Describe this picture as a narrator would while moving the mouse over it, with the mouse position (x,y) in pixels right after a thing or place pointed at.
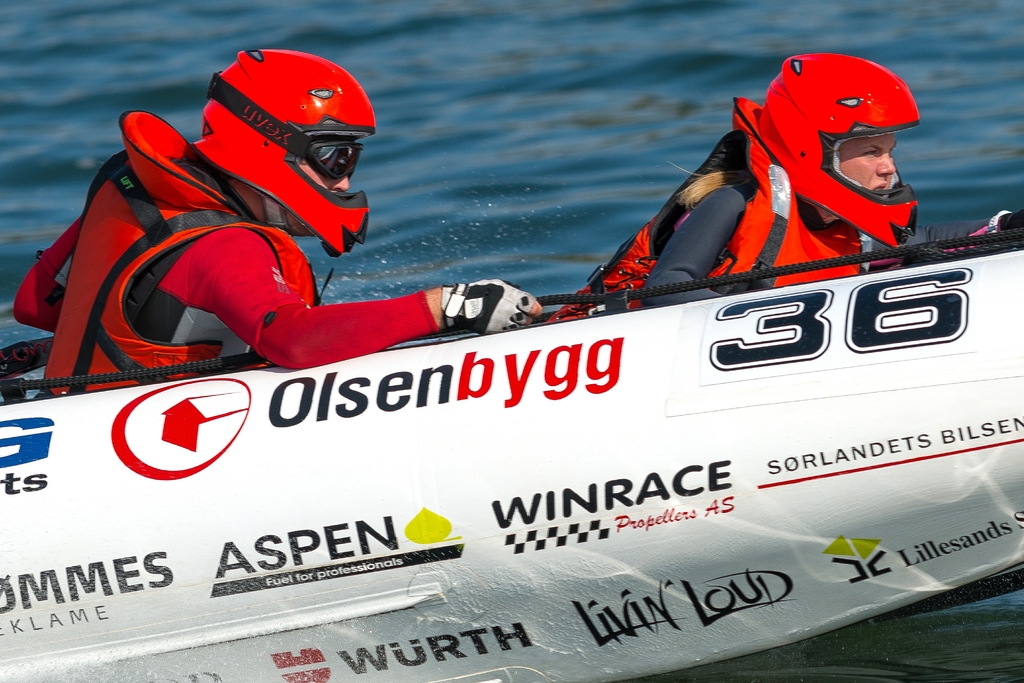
In this image I can see two people (231,273) are sitting on a boat (639,356). These people (262,233) are wearing helmets (870,131) and other type of clothes (697,255). On this boat (467,528) I can see some logos (350,657). In the background (506,129) I can see the water (520,124).
